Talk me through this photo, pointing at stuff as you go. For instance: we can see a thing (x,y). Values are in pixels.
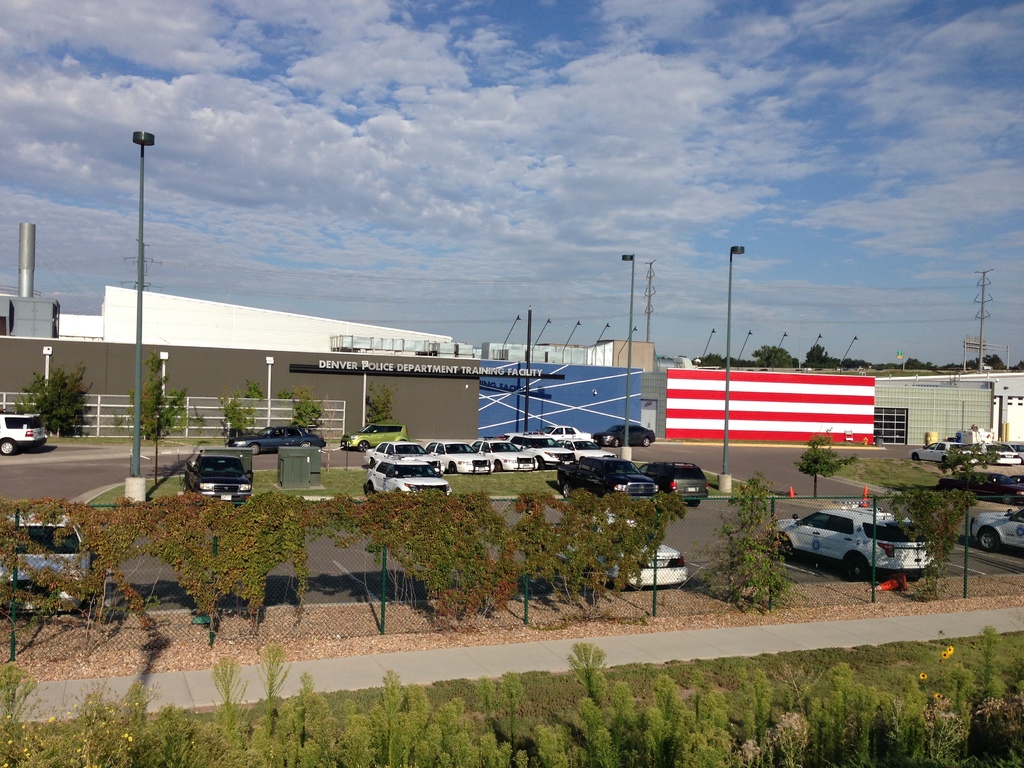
In this image we can see cars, trees (291,547), road (92,444), building (123,408), poles (140,369), sky (698,206) and clouds (354,128).
